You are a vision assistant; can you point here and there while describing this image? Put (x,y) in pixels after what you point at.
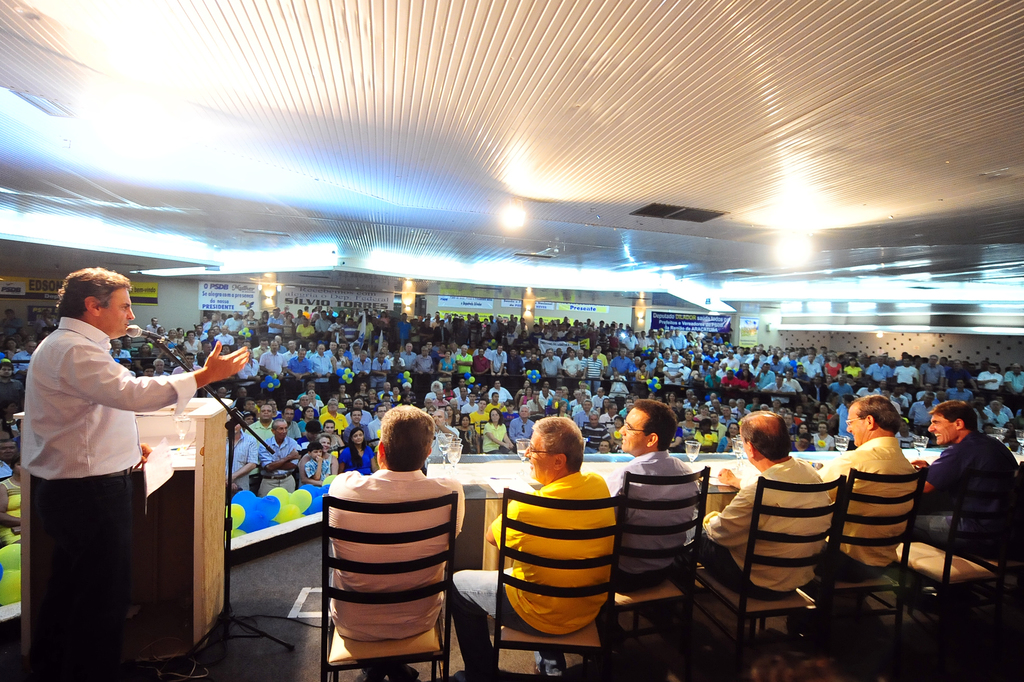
In this picture we can see a conference hall (712,387) and here is the table (493,459) and glass (452,459) on it, and group of people (543,542) sitting on a chair (634,633), and here is person (63,376) standing and speaking, and here is the microphone (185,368), and there are group of persons (262,422) sitting in front and some are standing and here is the light (787,240).
